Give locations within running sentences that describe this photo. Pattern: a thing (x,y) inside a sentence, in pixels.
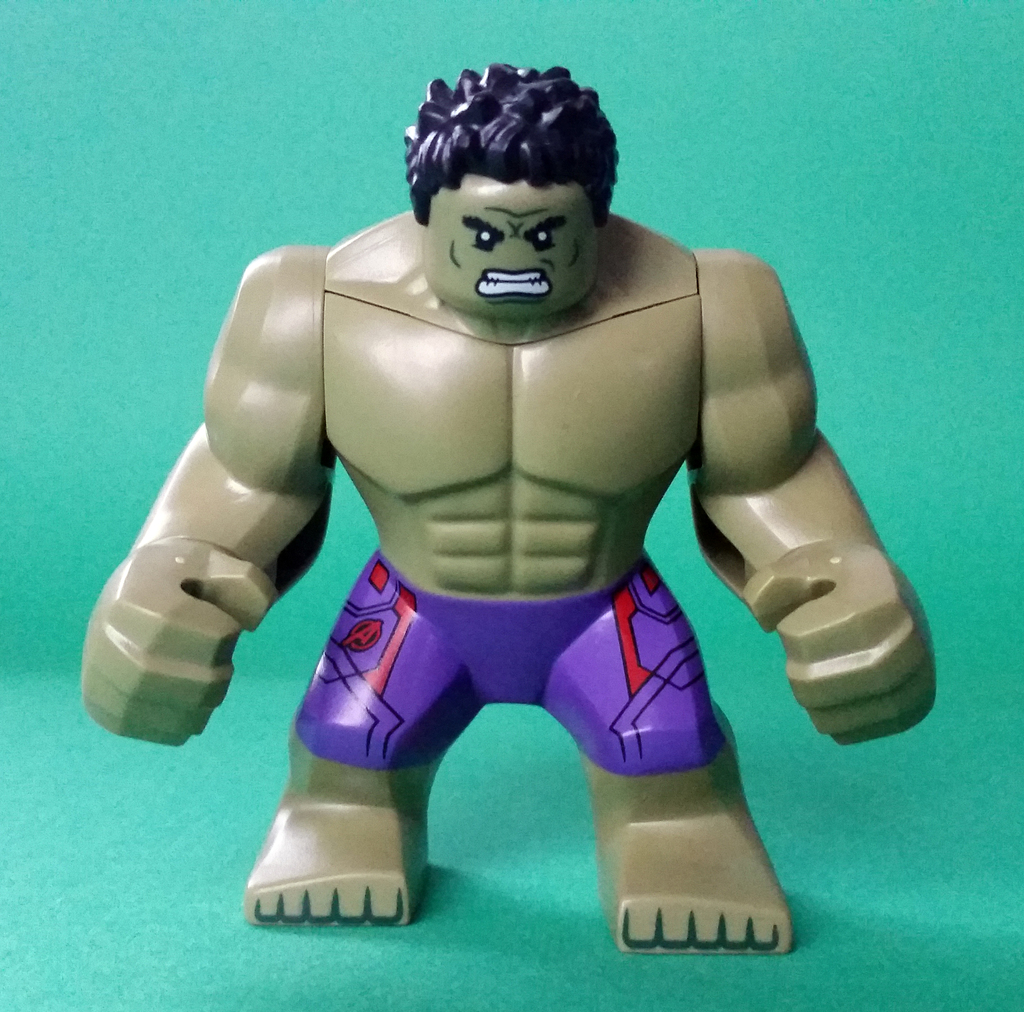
In this image we can see a toy (512,468) which is placed on the surface (442,766).
